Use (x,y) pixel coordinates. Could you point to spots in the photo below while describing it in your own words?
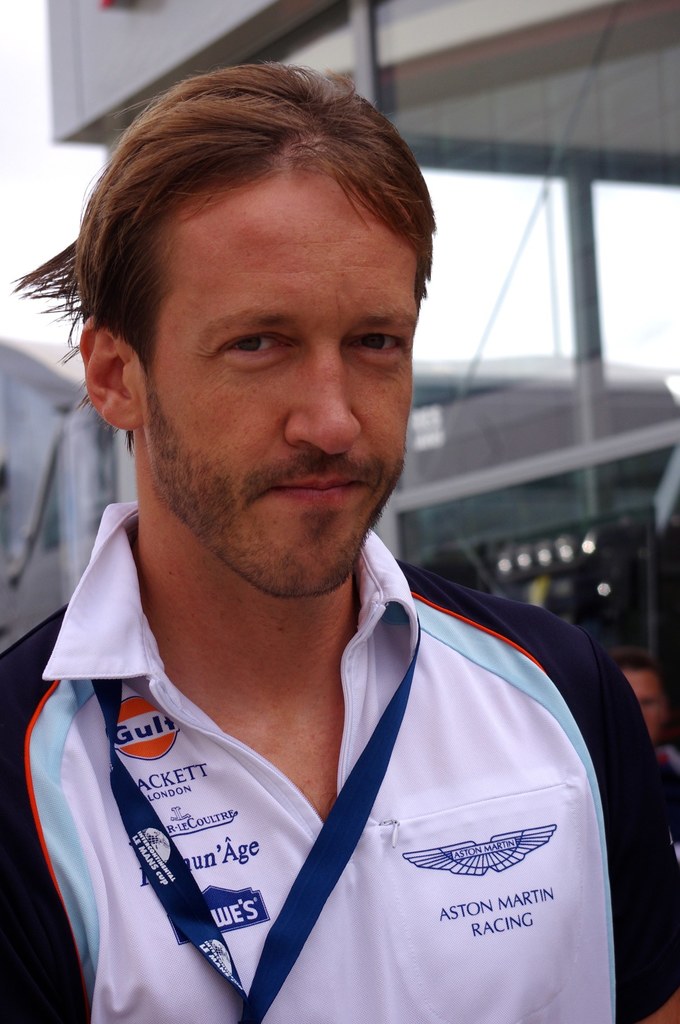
There is a person (471,780) wearing white and blue color shirt (486,828) and there are few other objects (495,400) in the background (76,435).
